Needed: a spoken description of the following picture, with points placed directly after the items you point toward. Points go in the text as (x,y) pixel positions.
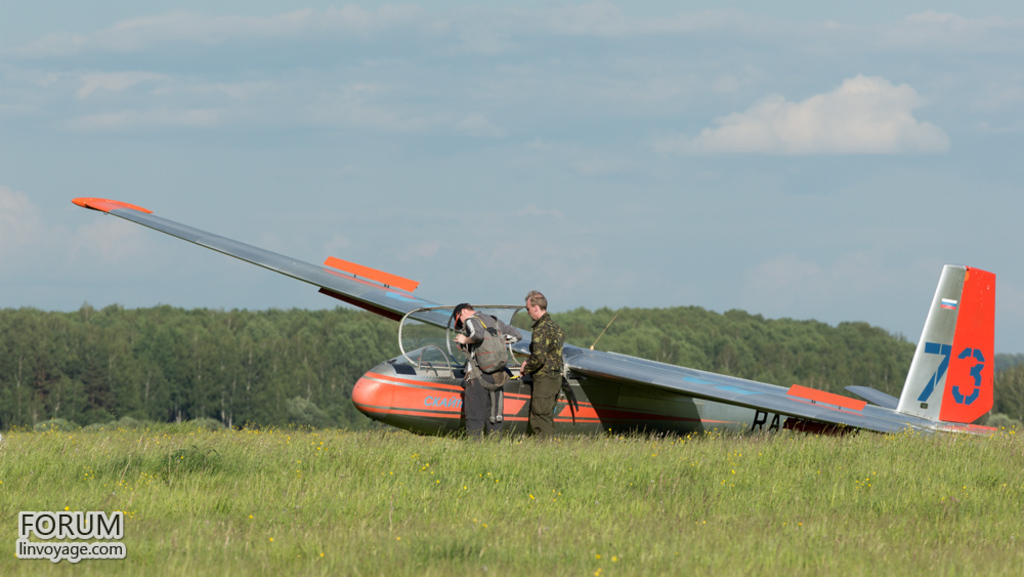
In the picture I can see a plane (623,375) on a greenery ground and there are two persons (542,338) standing beside it and there is something written in the left bottom corner (65,527) and there are trees (315,343) in the background (611,335).
